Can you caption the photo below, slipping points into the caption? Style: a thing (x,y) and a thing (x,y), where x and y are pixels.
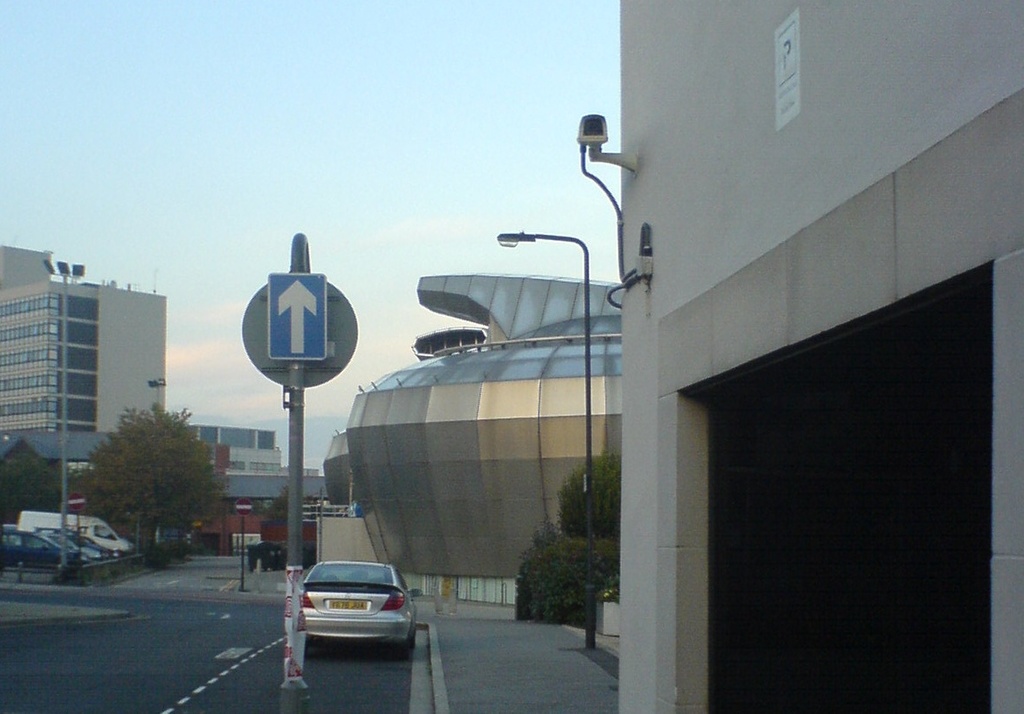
In this image on the right side (784,315) there is a building (648,142) and camera (588,134), and in the center (605,369) there is a pole (295,486), board (280,302) and some vehicles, trees (25,490), and some buildings (426,495). At the bottom (198,650) there is a road (333,664), at the top of the image (302,175) there is sky (365,174).
